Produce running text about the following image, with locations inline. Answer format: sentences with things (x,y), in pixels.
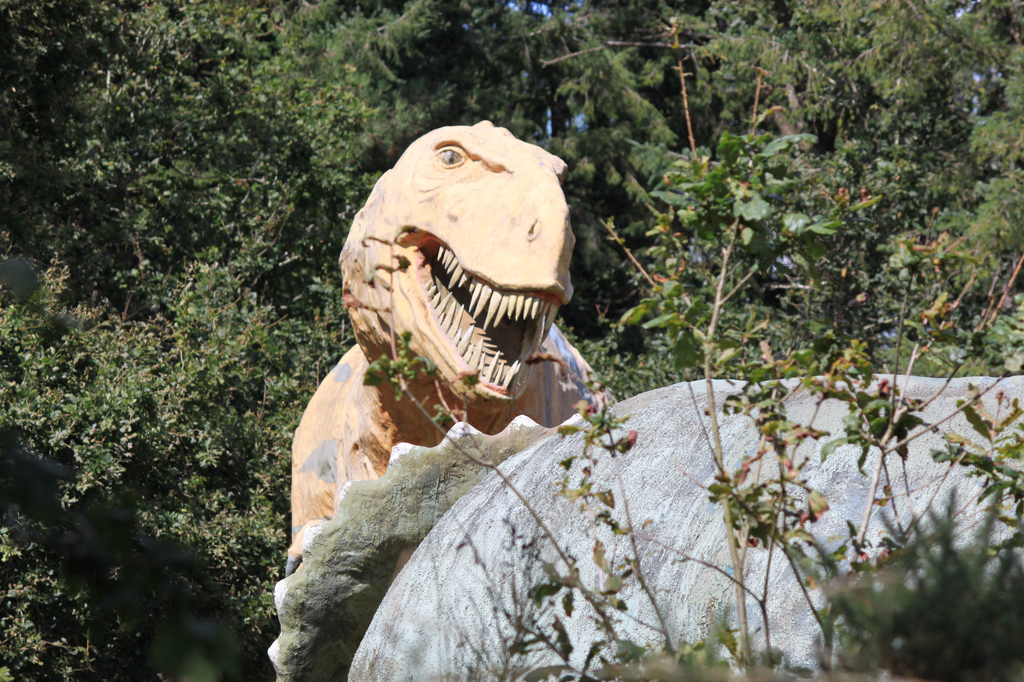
This is an outside view. Here I can see a statue (378,333) of a dinosaur (421,339). In front of this there is a rock (537,471). In the background (417,109), I can see the trees (385,109).
